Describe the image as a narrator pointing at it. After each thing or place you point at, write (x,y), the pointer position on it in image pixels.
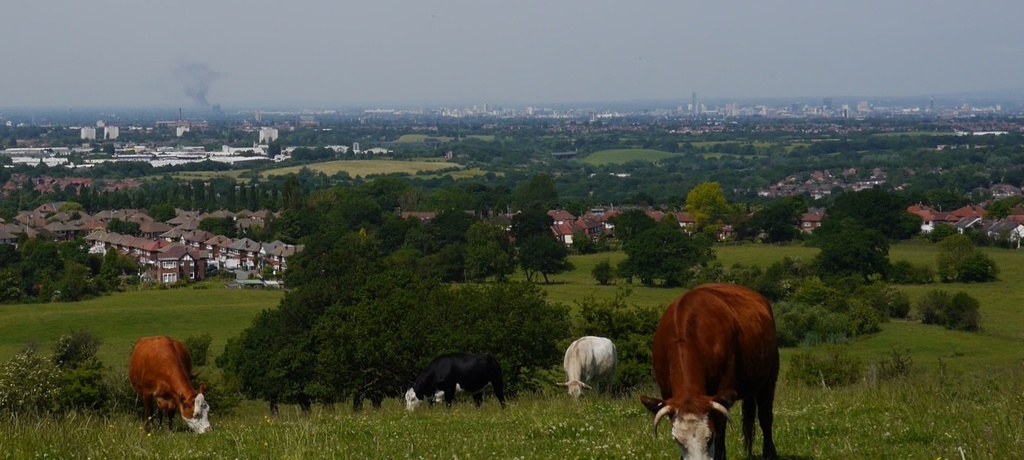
At the bottom of the image (124,316) on the ground (120,335) there is grass (549,284). And also there are cows (161,349). In the image there are many trees (613,234) and also there are many buildings (79,228). At the top of the image (331,96) there is sky (458,97).
